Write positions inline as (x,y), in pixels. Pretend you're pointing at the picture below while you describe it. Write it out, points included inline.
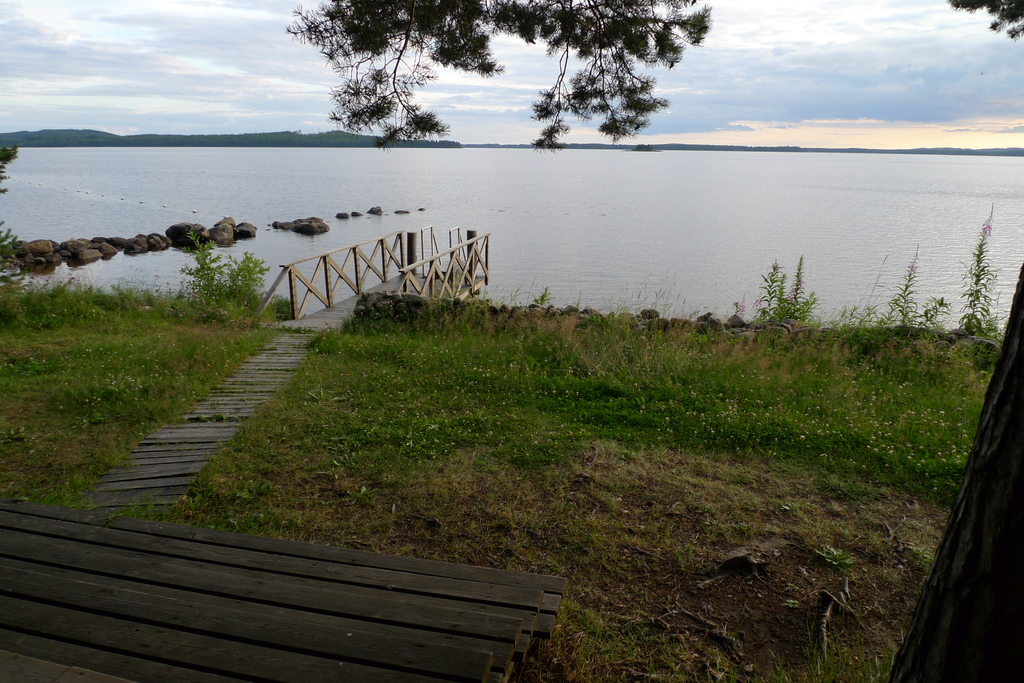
In this picture I can see water (636,173), few rocks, plants (661,339) and I can see a wooden bridge (342,304) and grass (405,369) on the ground (463,373). It looks like a bench (274,551) at the bottom of the picture (242,660) and I can see tree branches (1014,18), a tree bark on the right side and a blue cloudy sky (157,21).
